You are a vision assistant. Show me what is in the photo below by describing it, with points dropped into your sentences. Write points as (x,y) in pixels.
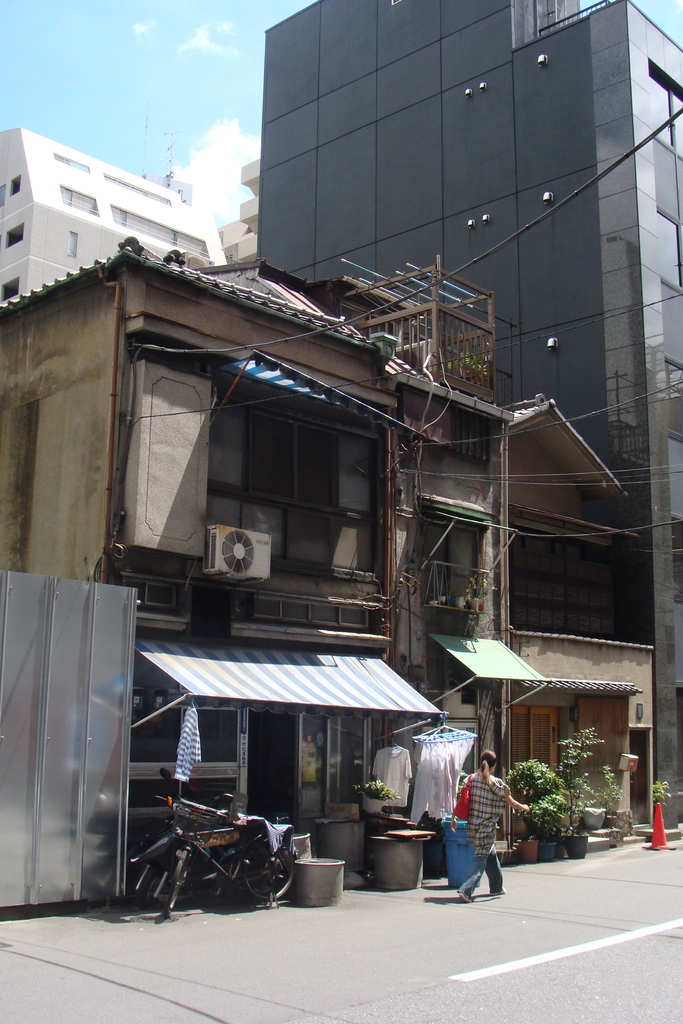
In the picture we can see a house (159,663) which is old and beside it we can see a building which is gray in color and behind it also we can see a house building (134,228) which is white in color and behind it we can see a sky (215,173) with clouds (215,173).
